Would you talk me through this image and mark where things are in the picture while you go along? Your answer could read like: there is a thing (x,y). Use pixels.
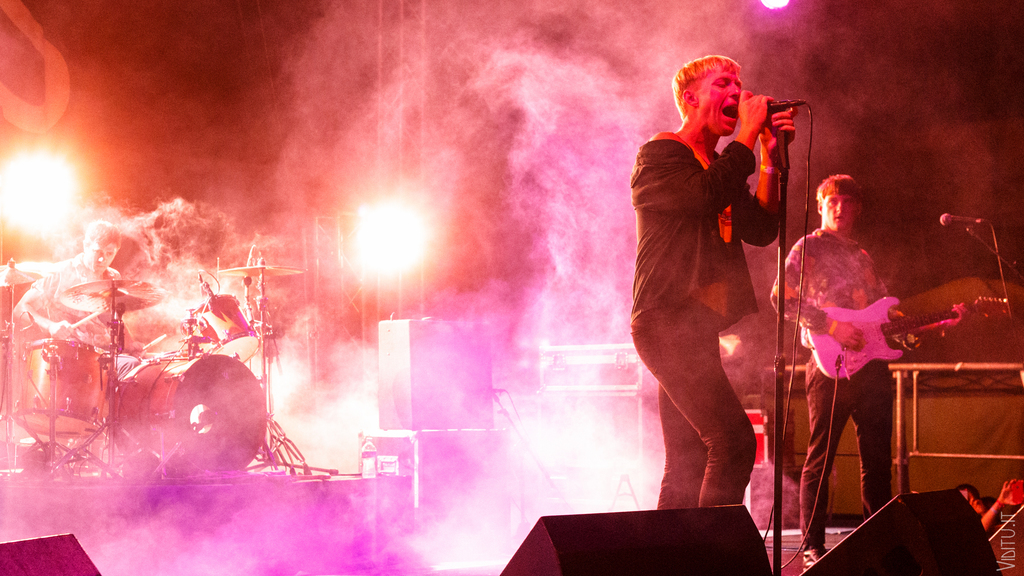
In this picture the whole area is filled with smoke (517,381) and a black coat guy (647,215) singing and in the background (836,235) we observe a guy (834,232) playing a guitar (854,318). In the left side of the image (82,276) a man (91,253) sitting and playing the musical instruments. we also observed lights (68,168) in the background (51,188).
